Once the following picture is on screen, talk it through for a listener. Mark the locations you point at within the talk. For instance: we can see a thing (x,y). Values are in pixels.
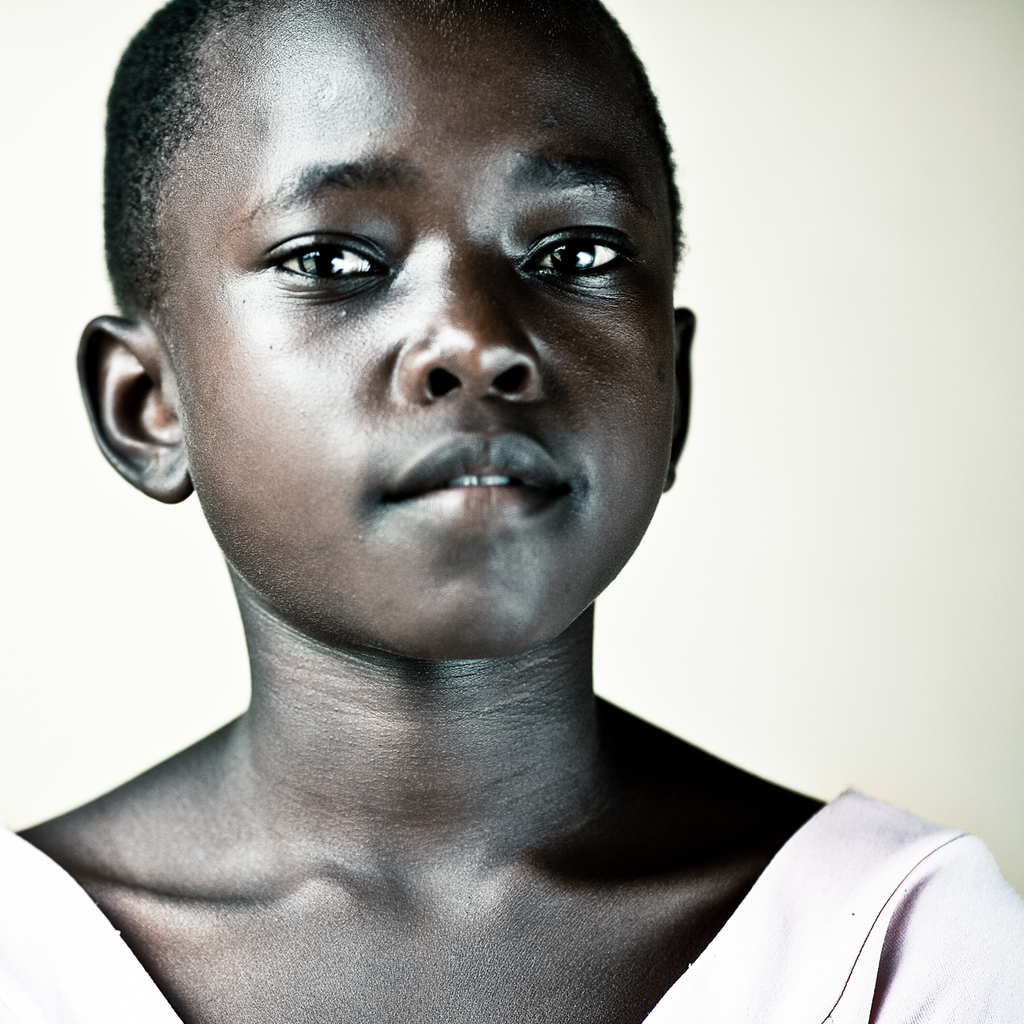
In this image I can see a person (440,615) wearing white colored dress (57,999) and the white colored background (772,553).
